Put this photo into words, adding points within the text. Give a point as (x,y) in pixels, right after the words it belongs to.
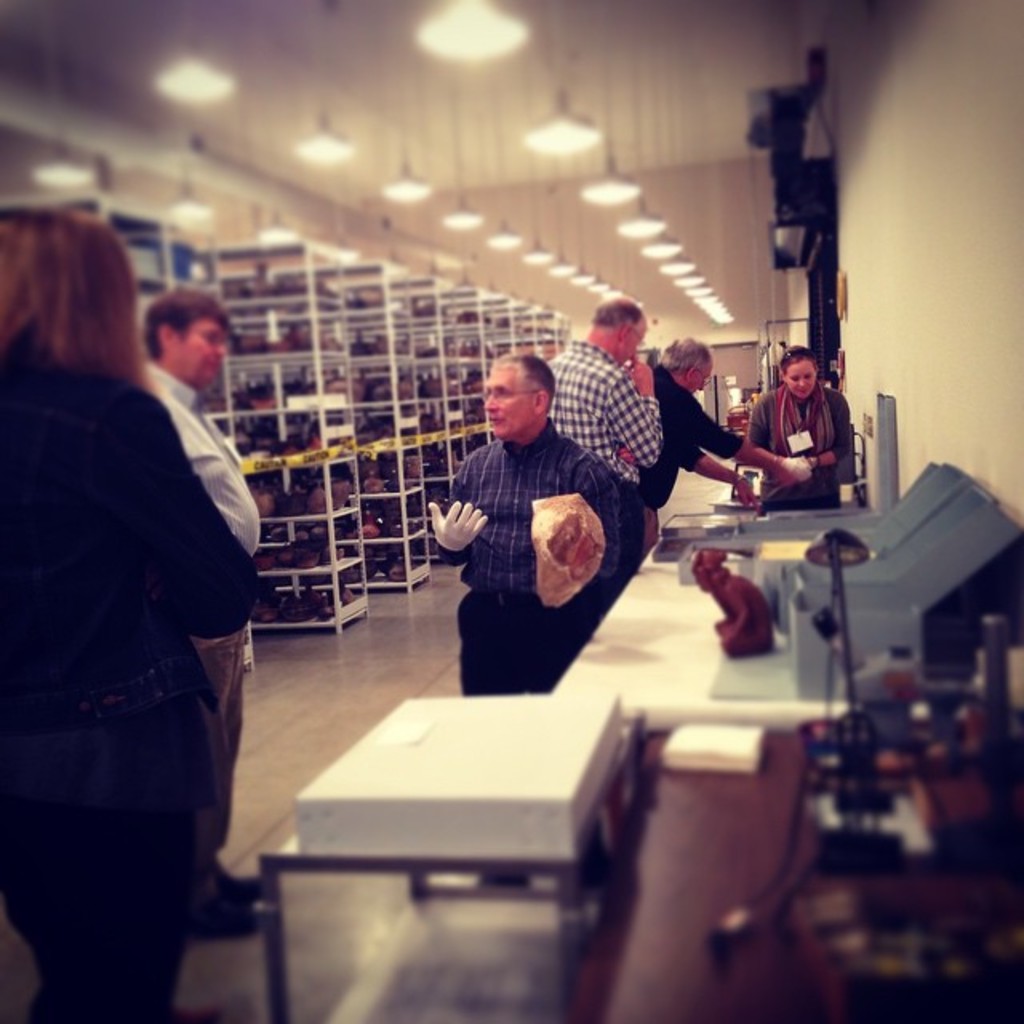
This picture is taken in room (751,233). Towards the left (258,431) there are two persons (179,523) and full of racks (405,331). Towards the right (702,360) there are four persons (549,388) and tables (648,626). on every table (696,653) there are some devices (822,603). A person (511,649) wearing a blue check shirt (605,523) is talking to the person (225,450) wearing the white shirt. Towards the left corner (71,879) there is a woman (19,282) wearing a blue jacket (155,566). In the top (464,34) there are some lights (473,25).
